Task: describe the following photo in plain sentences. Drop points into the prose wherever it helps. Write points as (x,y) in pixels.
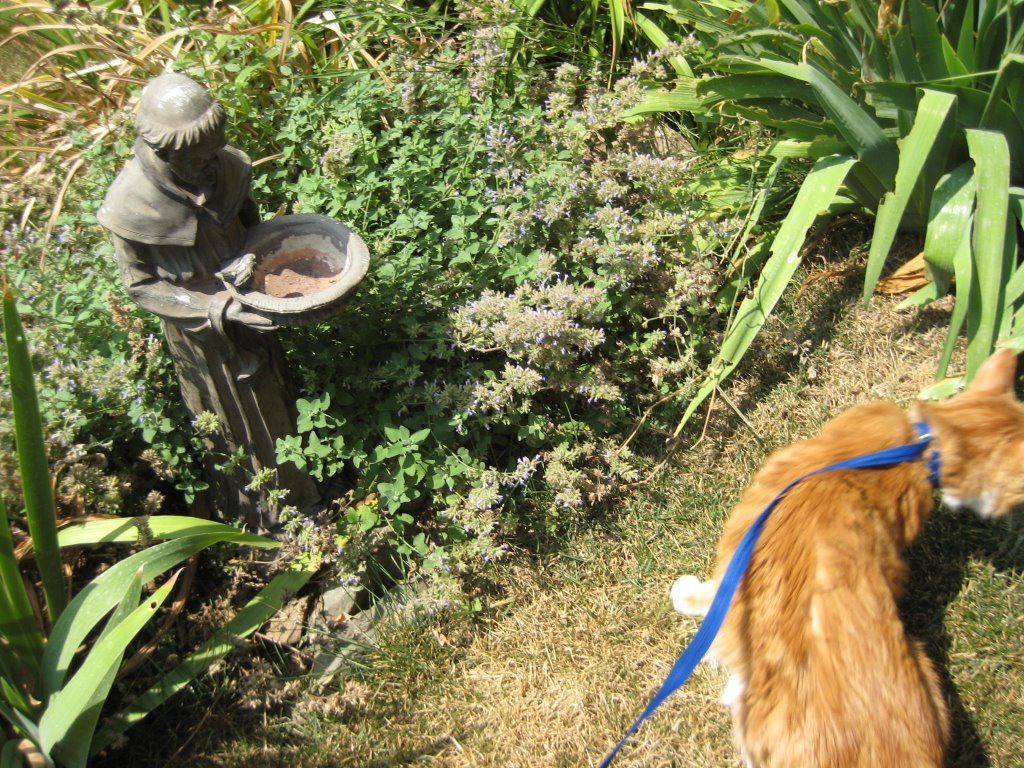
In this image we can see a cat (807,646) is standing on the right side (711,625) on the ground (627,693) and there is a belt (717,611) tied to its neck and we can see a statue (232,328) and plants (542,397).
